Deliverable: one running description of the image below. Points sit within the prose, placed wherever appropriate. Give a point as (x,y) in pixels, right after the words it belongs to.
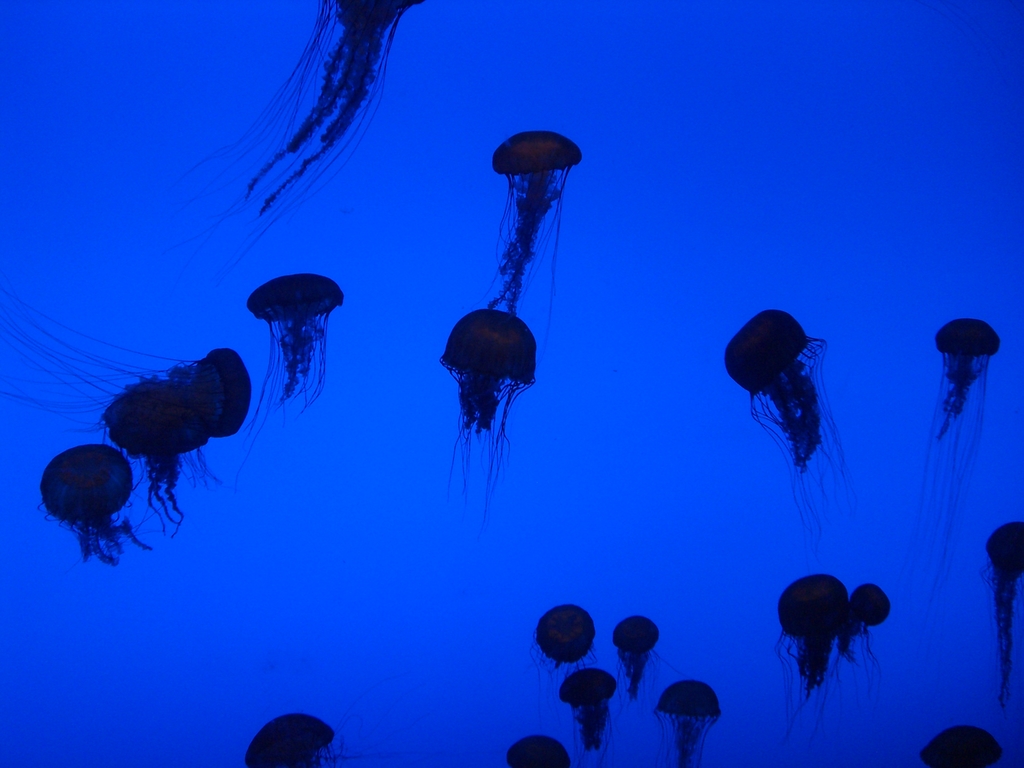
In this image we can see the jellyfishes (543,761).
